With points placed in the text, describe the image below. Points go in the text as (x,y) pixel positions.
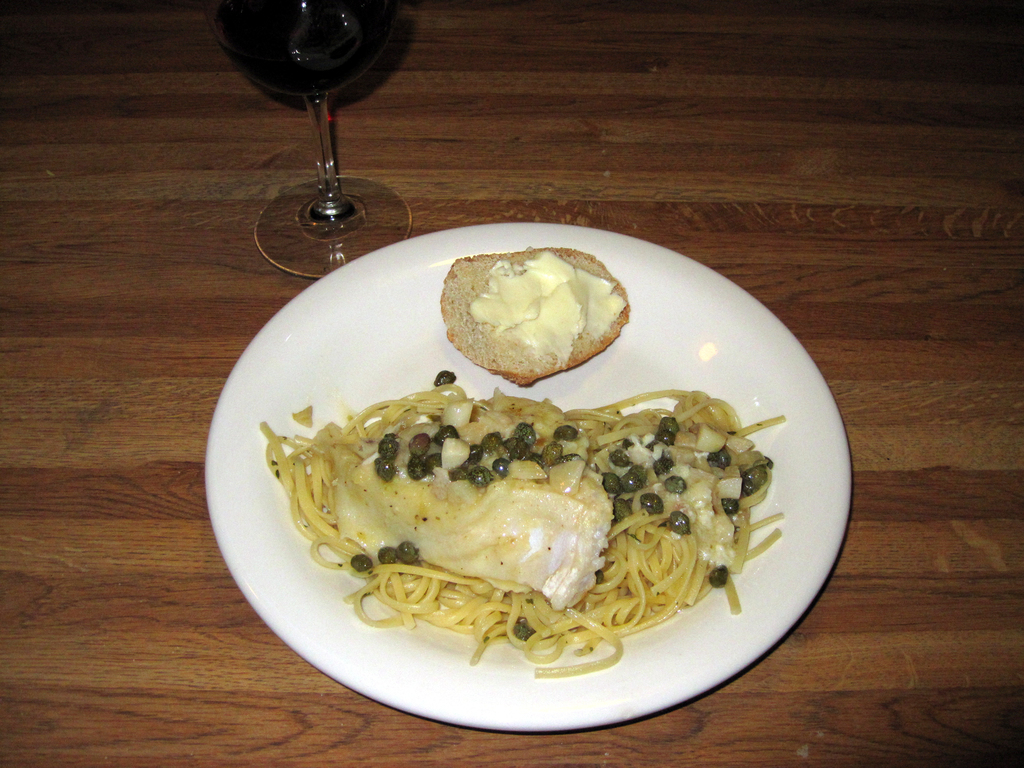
In this image there is some food item (479,433) on a plate (465,385), beside the plate (468,362) there is a glass (319,99) of wine (318,78) on a wooden platform (103,336).
